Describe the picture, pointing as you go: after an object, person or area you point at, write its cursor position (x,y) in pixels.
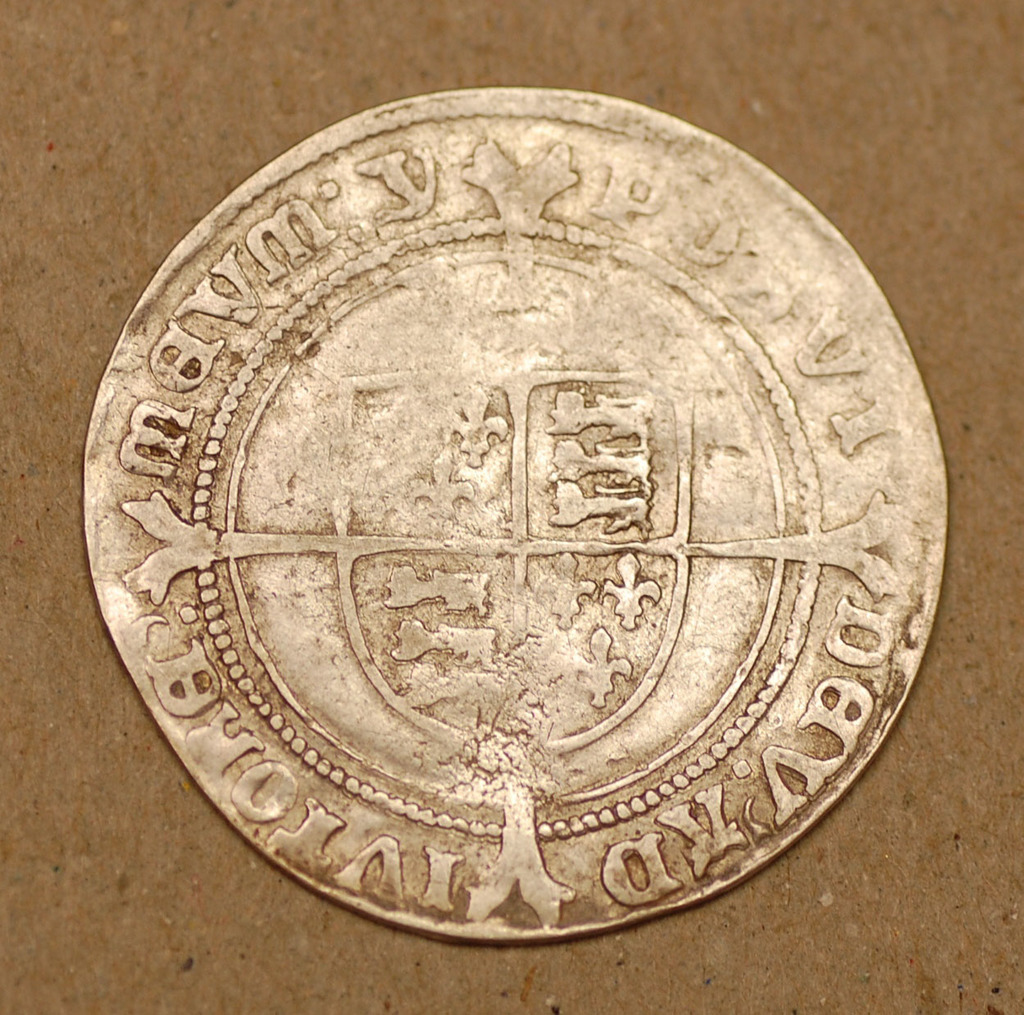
In the foreground of this picture (448,380), there is a coin (448,491) with a logo (423,480) and some text (135,439) printed on it which is placed on the surface (875,170).
